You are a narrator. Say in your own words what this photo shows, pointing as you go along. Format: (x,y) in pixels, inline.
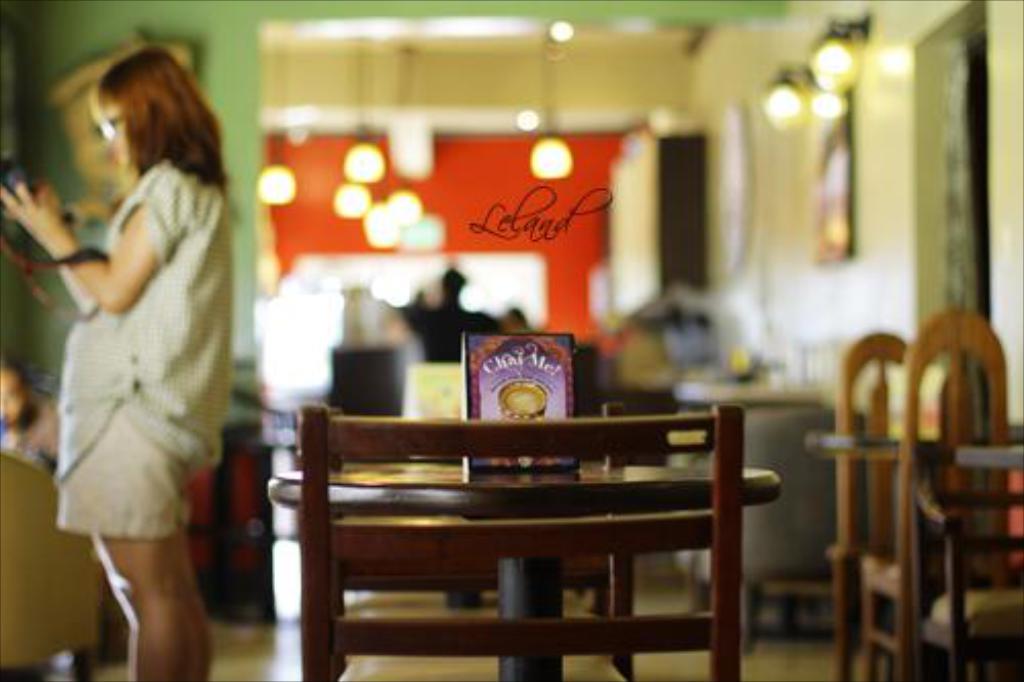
In this image i can see a table (420,468) and a person (164,320) standing at the left side of the image (133,385).
